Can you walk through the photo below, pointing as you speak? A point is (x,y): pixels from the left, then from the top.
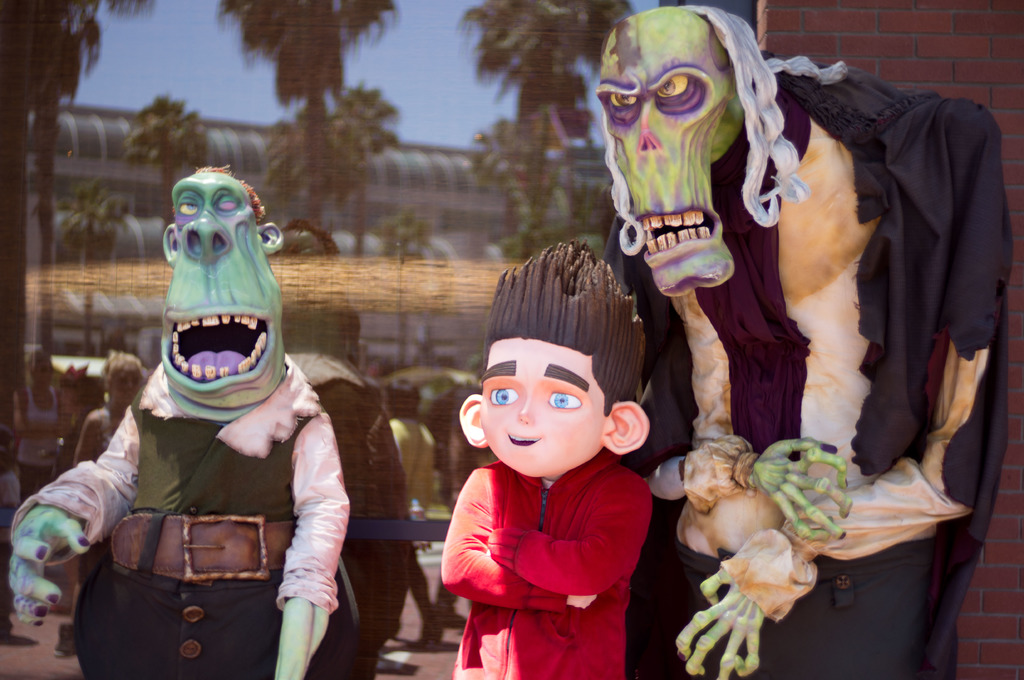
In this image we can see the figures (722,394). And this is a real image. And in the background (349,286), we can see a glass window (438,279) which reflects some people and trees (315,95). And we can see the brick wall (916,86).
